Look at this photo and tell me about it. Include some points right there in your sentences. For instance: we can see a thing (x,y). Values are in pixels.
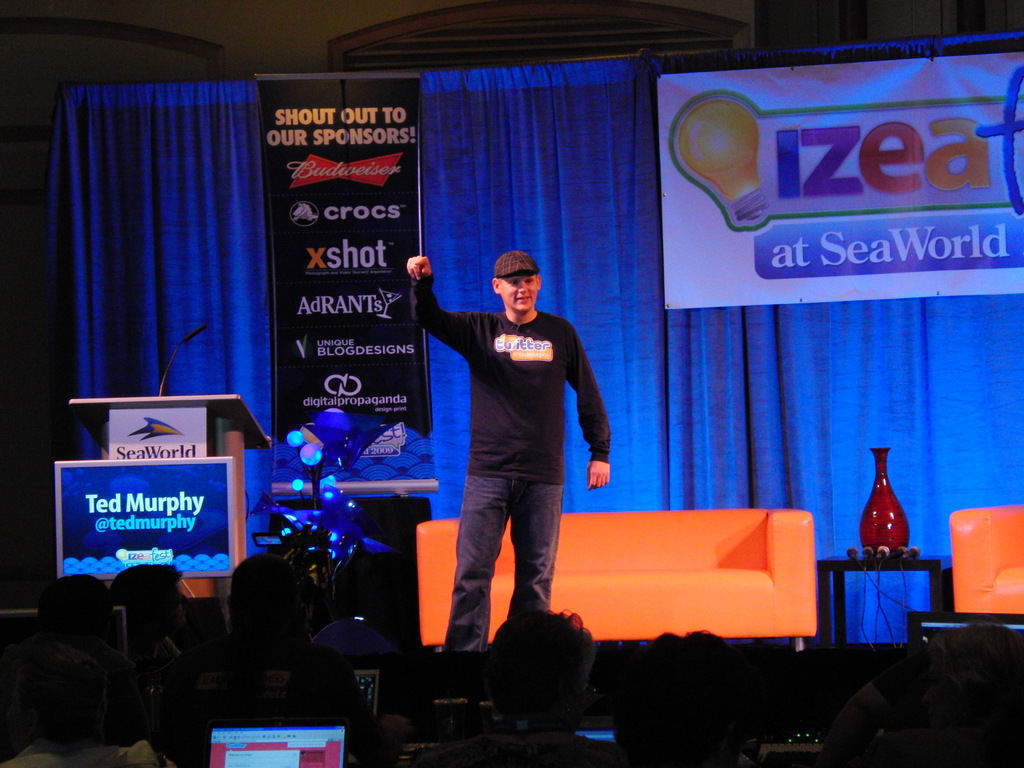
In the image we can see a man (561,411) standing, wearing clothes (518,425) and a cap (514,258). This is a podium (156,415), microphone (166,374), poster (350,279), curtains (551,161) blue in color, sofa (662,521), vase (886,536) and cable wires (878,599). There are even audiences (150,656), this is a laptop (295,723).
